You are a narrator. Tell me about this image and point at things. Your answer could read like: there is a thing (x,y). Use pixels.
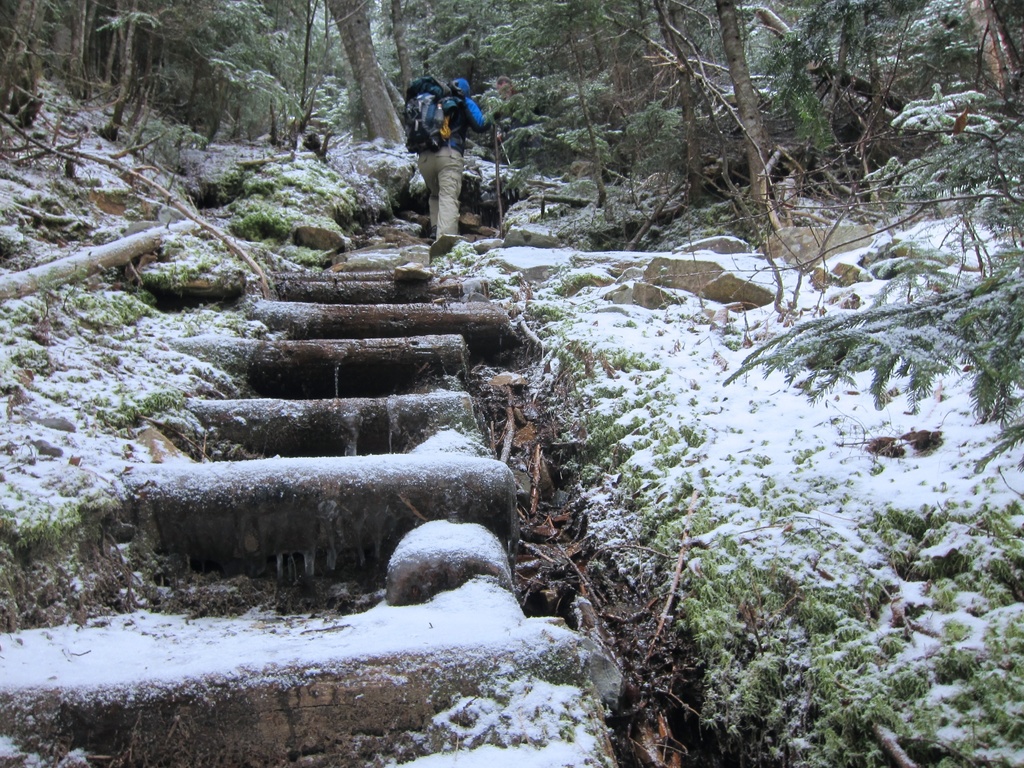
In this image we can see a person (445,178) wearing a backpack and walking on the staircase (416,311), there are some trees (694,163), grass (641,403), stones (685,279) and the snow (754,333).
